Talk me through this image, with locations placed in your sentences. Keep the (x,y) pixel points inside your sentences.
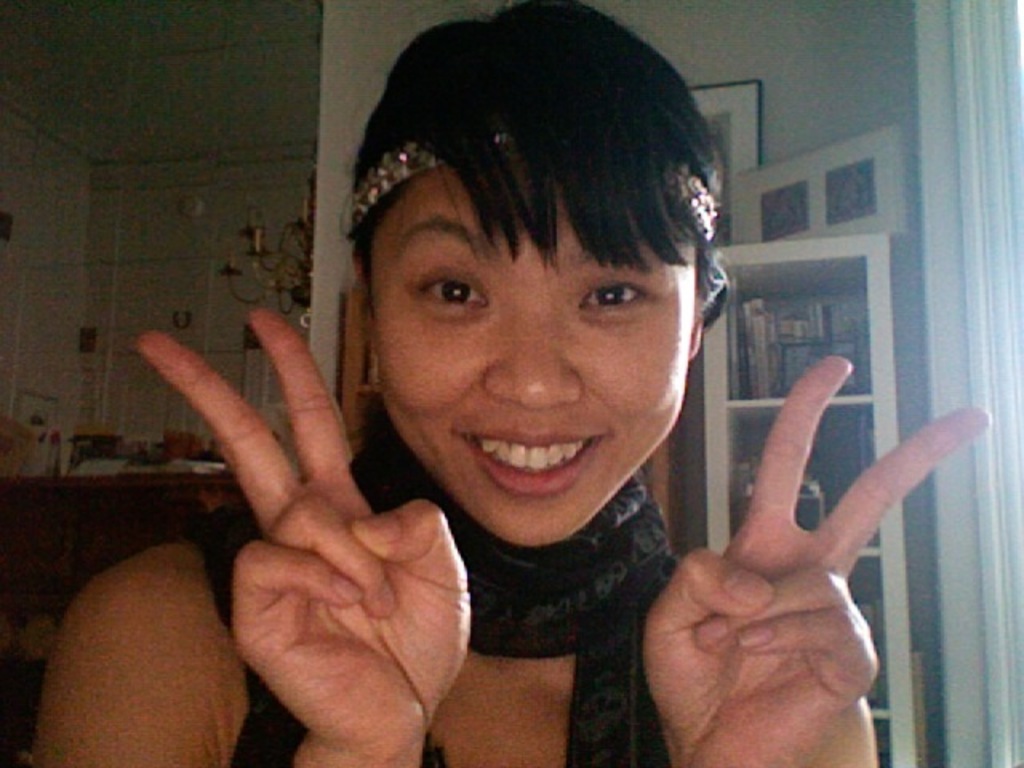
The girl (514,527) who is wearing a black shrug (592,600) is posing for the photo and she is smiling. Behind her, we see a rack (755,284) in which many books (781,360) are placed. Behind that, we see a wall (803,43) on which photo frames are placed. On the left corner of the picture (19,535), we see a table (102,491) on which some items (120,459) are placed. This picture is clicked inside the room (3,299).
